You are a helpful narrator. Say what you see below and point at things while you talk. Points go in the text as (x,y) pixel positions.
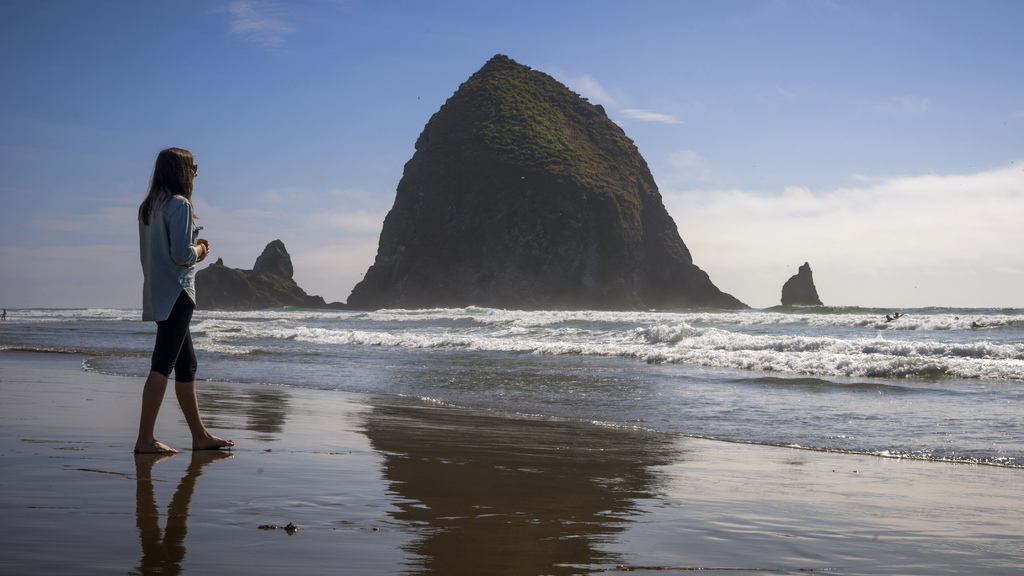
In this picture there is a woman (192,290) wearing blue dress (186,230) is standing and there is water (730,358) and a mountain (485,205) in front of her and there are few people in water (925,329) in the right corner (896,315).
